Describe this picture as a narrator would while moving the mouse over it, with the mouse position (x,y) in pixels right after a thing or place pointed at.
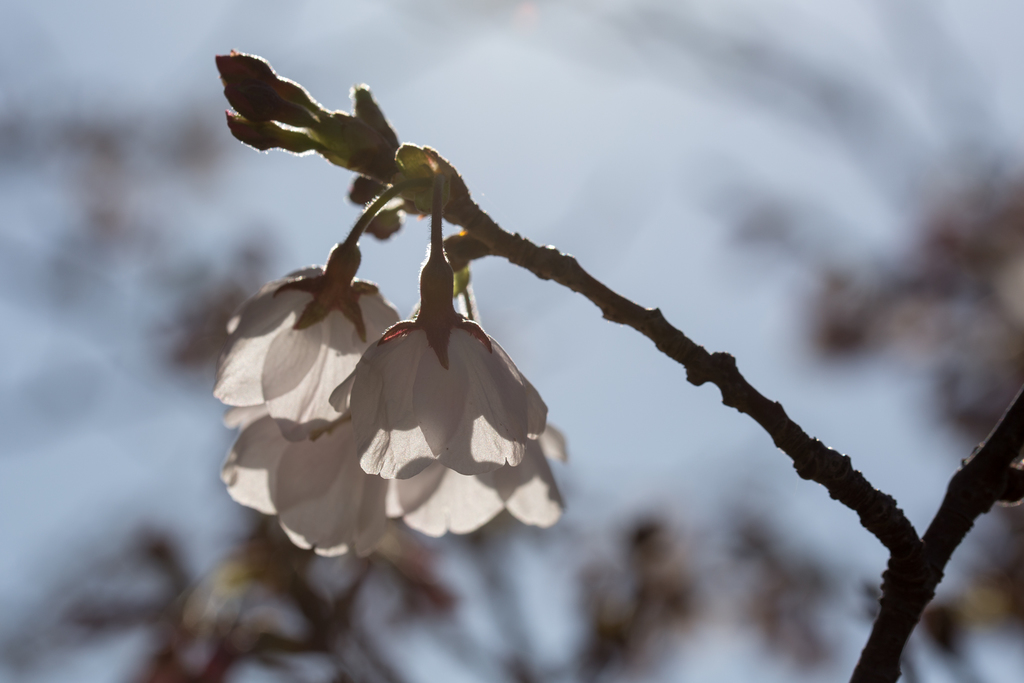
In this image we can see group of flowers (354,343) on a stem (472,203) of a plant (816,449). In the background (214,279) we can see several plants (213,600).
